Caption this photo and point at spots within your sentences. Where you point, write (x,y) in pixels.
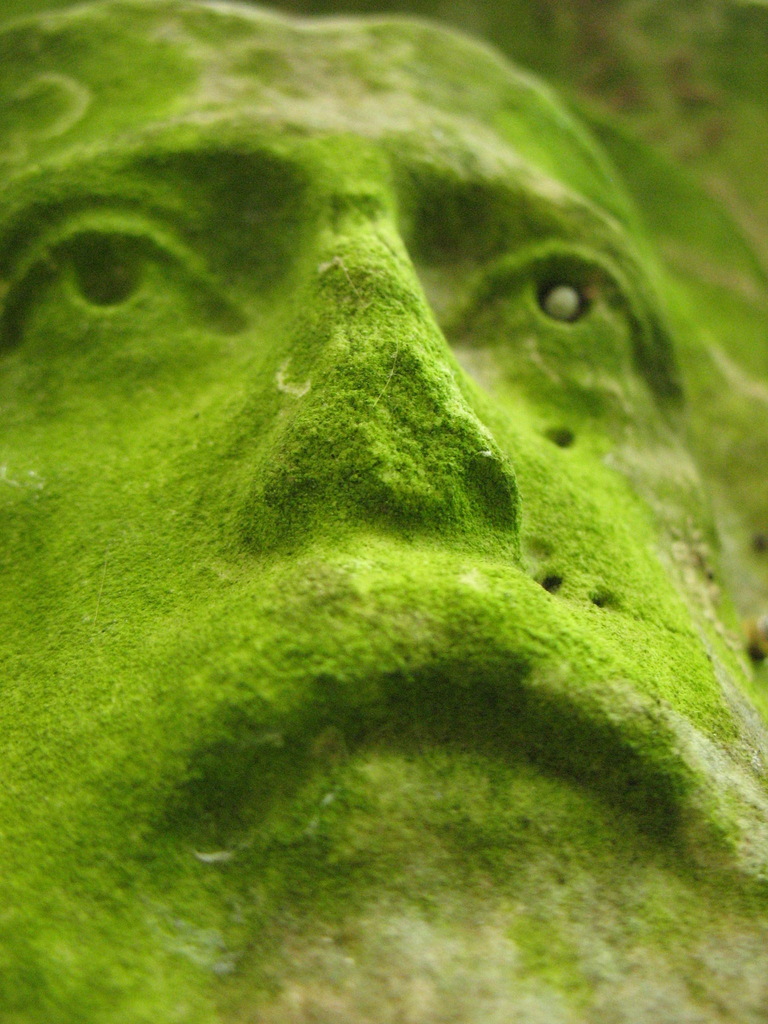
In this picture there is a statue face (40,309) in the image.
